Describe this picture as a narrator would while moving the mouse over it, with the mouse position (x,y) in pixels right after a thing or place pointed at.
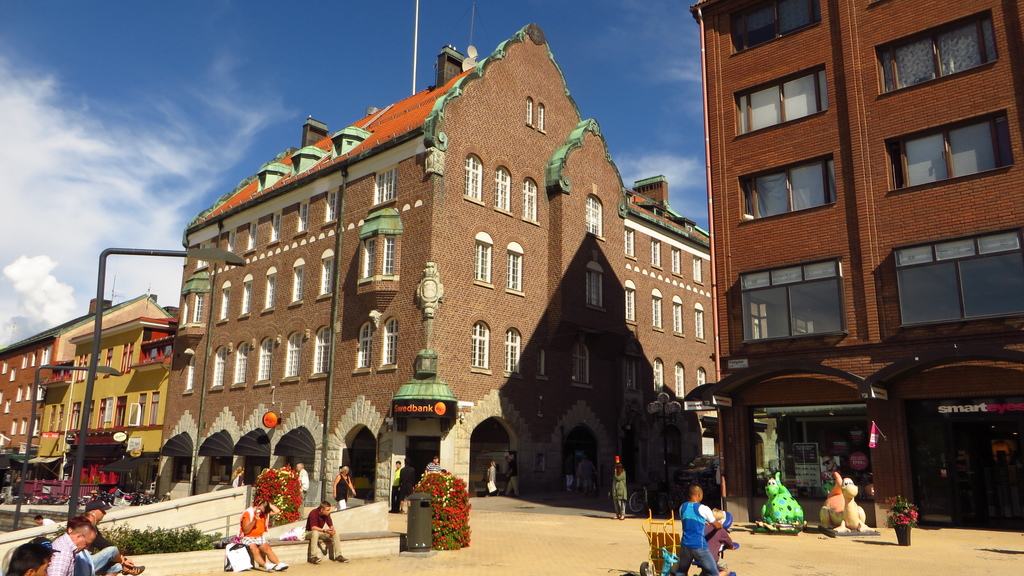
In this picture we can observe brown color buildings (468,305). There are poles (89,397). There are some people (245,525) sitting here. We can observe some toys (777,499) here. In the background (34,113) there is a sky (250,76) with clouds (56,196).
